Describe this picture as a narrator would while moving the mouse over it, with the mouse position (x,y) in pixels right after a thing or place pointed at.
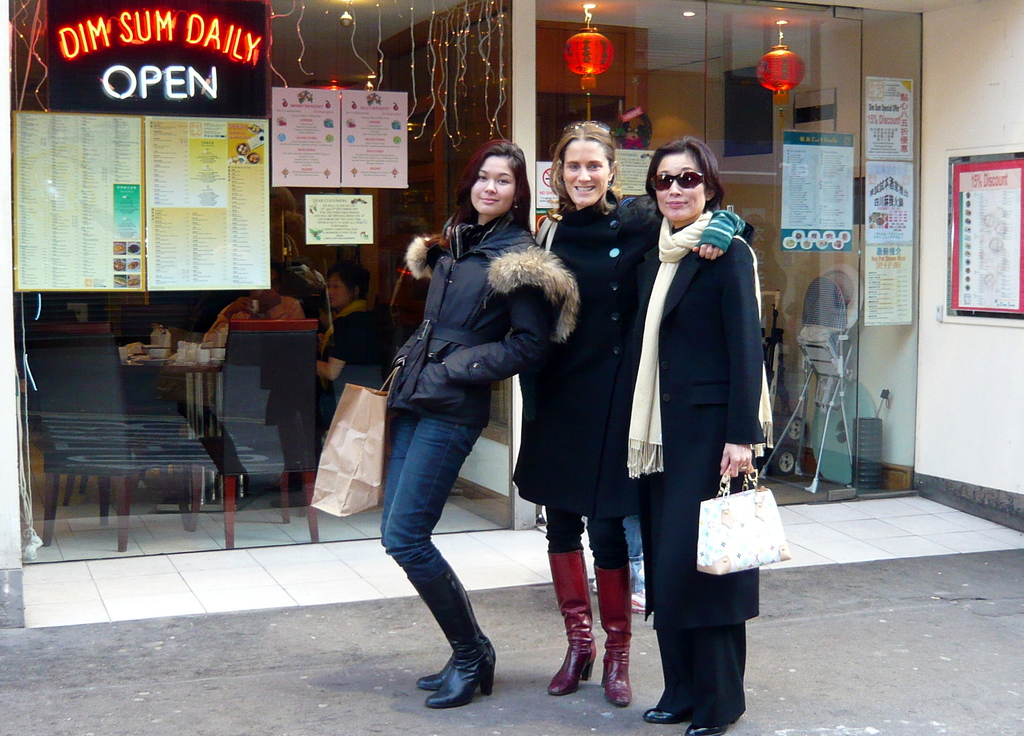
Here I can see three women (566,382) wearing jackets (394,402), holding bags (716,517) in the hands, standing on the road (297,684), smiling and giving pose for the picture. On the right side (969,198) there is a wall (962,479) on which a poster (984,258) is attached. In the background (477,120) there is a glass (655,122) on which few posters (227,158) and a board (154,83) are attached. Behind the glass (349,245). I can see few people (340,293) are sitting on the chairs (300,378) and also there are some objects (778,367). At the top (772,77) there are lanterns (593,53) and few lights (591,6).
